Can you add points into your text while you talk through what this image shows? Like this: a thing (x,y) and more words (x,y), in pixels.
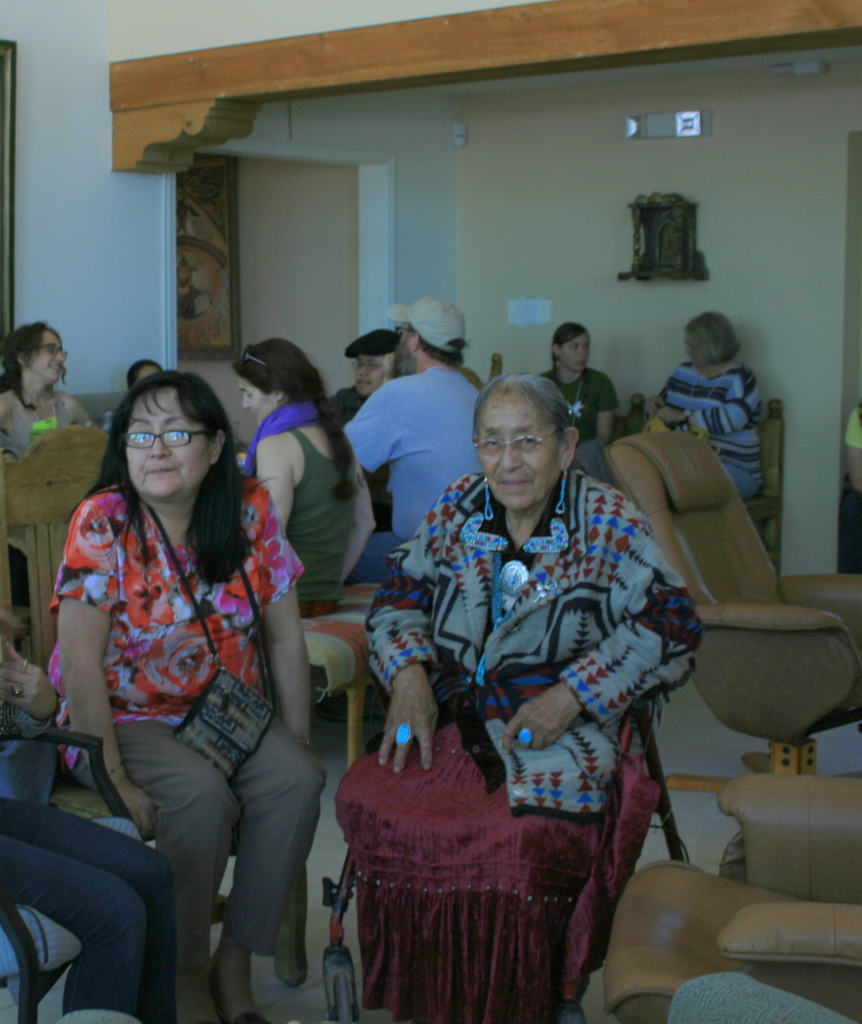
In this image we can see a group of people (319,475) sitting on the chairs (701,531) placed on the floor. One woman (143,527) is carrying a bag (231,685) and wearing spectacles (184,440). In the background (709,683), we can see a group of chairs (805,750), photo frame (231,301) on the wall (261,265) and a person (424,450) wearing blue shirt (402,386) with a cap (444,340).
